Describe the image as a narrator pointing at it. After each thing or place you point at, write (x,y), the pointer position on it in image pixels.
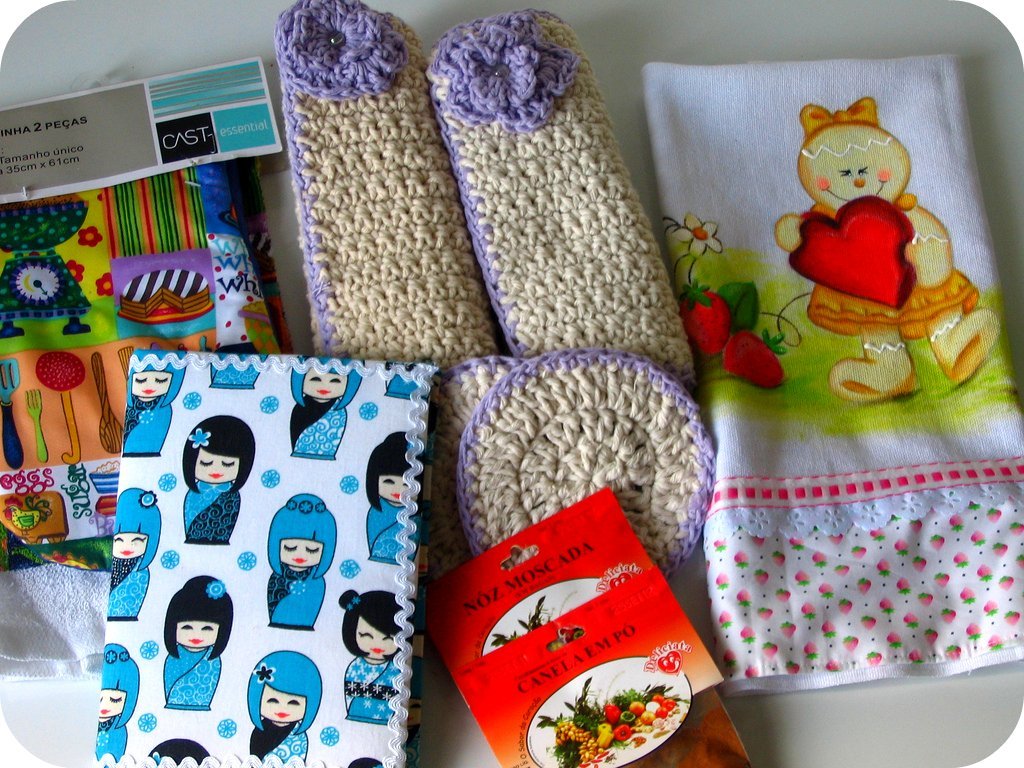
This picture contains a kitchen accessories (823,551). We can able to see woolen (478,157), cloth (784,210), card (669,646). A heart (814,241) on this cloth (820,289).
